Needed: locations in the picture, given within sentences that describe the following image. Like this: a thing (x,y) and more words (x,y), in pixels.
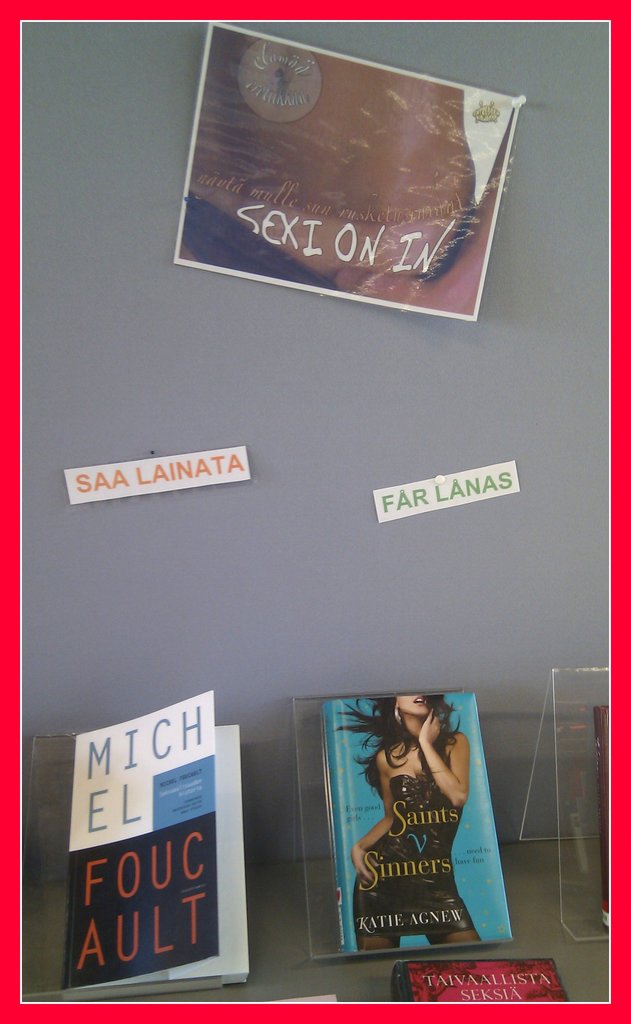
The picture consists of books (382,889), posters (389,506) and wall (334,467). The picture has a red border (416,1020).
